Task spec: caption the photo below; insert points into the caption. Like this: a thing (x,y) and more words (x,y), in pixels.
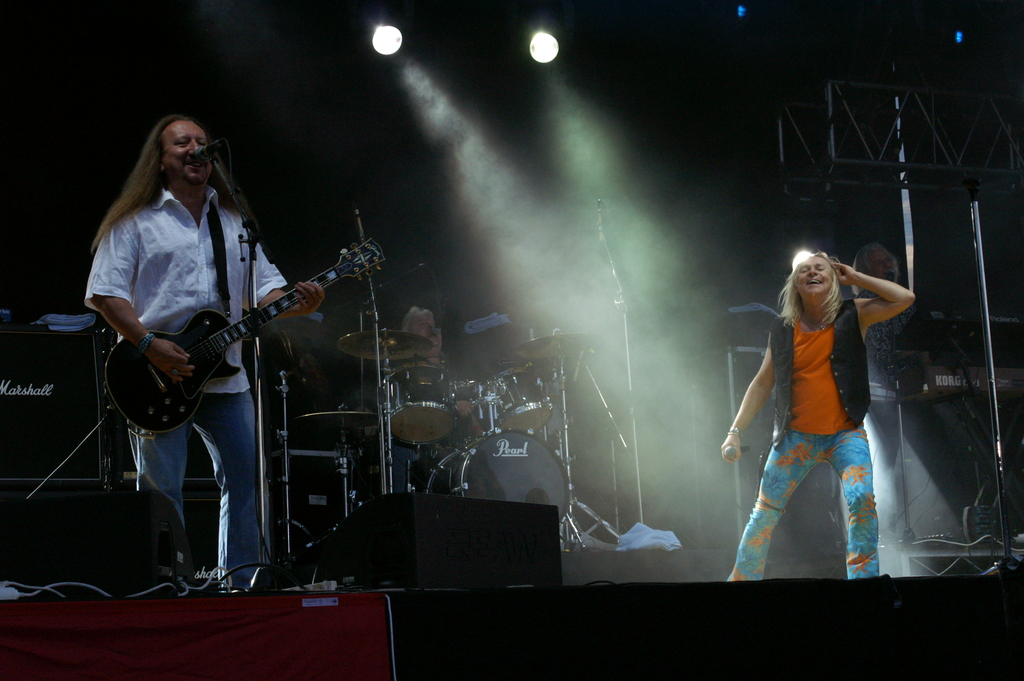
In this image, few peoples (815,368) are playing musical instrument (956,385) on the stage (478,587). They are smiling. The right side (822,349), woman (828,365) is holding microphone (730,453), she is smiling. The backside, we can see lights (379,44).
